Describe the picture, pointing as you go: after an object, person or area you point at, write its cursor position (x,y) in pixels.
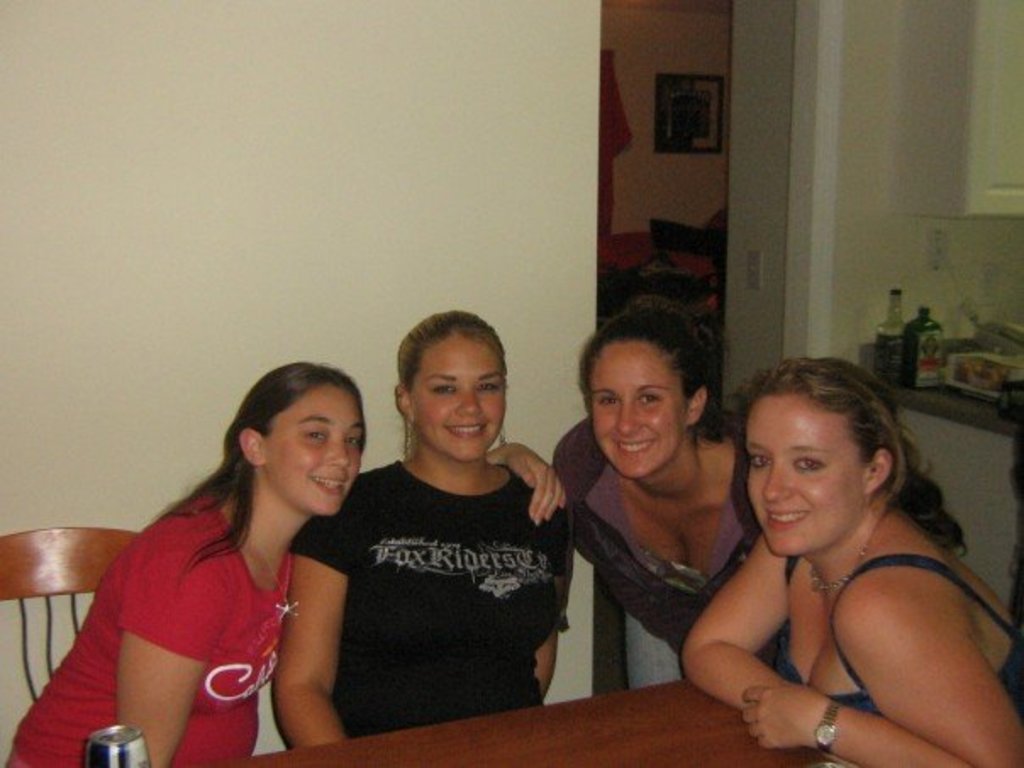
In this image we can see women (646,580) sitting on the chairs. In the background (664,202) we can see walls (405,229), wall hangings (691,106), beverage bottles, switchboard (935,266), cupboard (998,134) and food package (990,385).
